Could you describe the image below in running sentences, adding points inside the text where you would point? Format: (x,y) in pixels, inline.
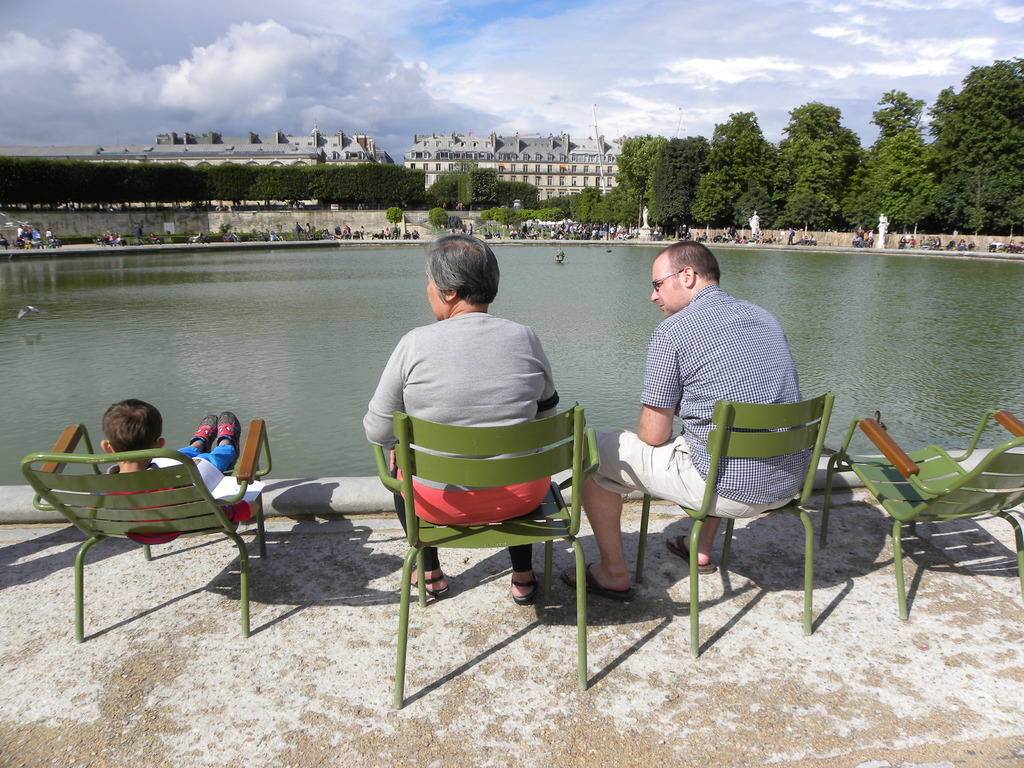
This picture is taken at lakeside (820,680). There are three people (613,447) sitting on the chairs (212,511). There is a bird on the water (108,296). There are some sculptures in the image. The sky (567,84) is full of clouds (546,72). In the background (425,157) there are buildings (460,157), trees (623,159), hedges (354,197) and people (272,238).
